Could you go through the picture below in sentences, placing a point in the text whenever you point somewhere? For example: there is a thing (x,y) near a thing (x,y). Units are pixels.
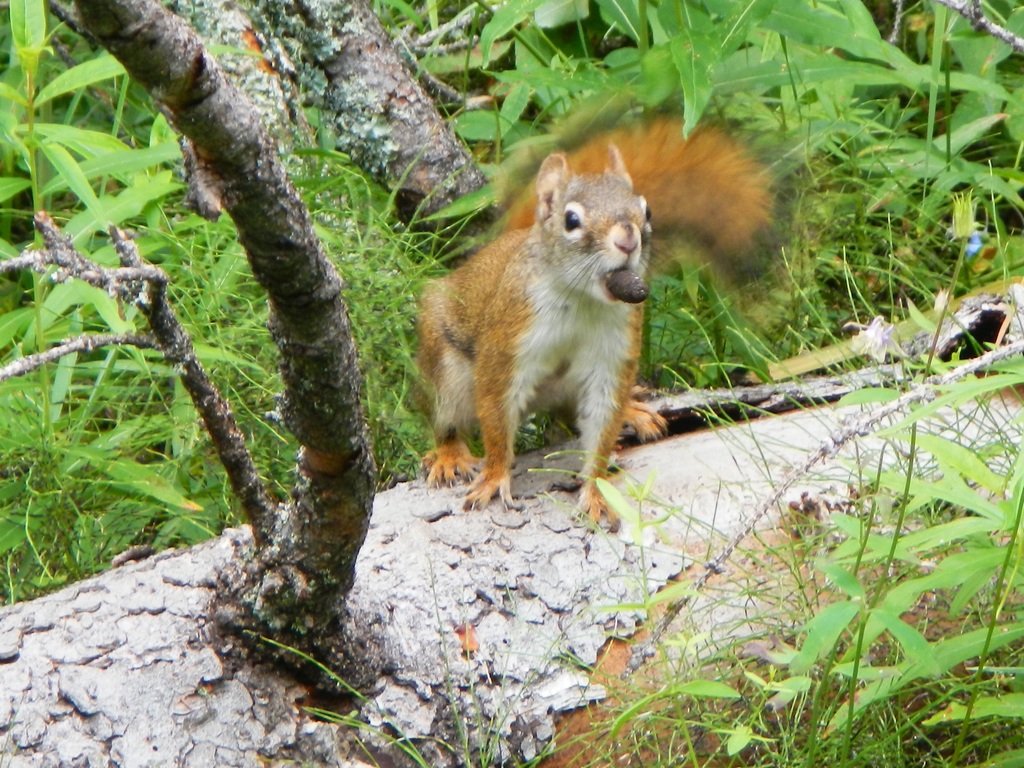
In this picture I can see a squirrel (627,391) on the tree bark (864,381) and holding something with its mouth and I can see leaves (111,172).
